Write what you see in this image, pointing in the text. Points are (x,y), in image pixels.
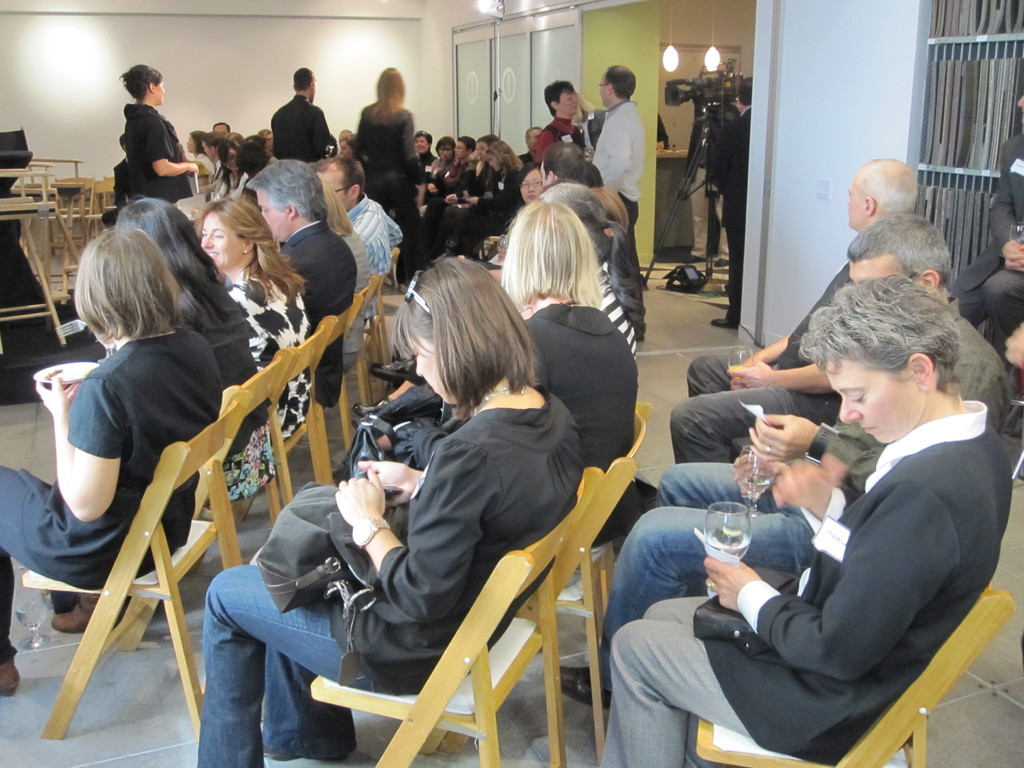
This picture shows a group of people (912,325) seated on the chairs (519,650) and we see few wine glasses (750,492) in their hands (752,360) and we see few people (593,148) standing and a person (730,121) holding a camera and standing.
